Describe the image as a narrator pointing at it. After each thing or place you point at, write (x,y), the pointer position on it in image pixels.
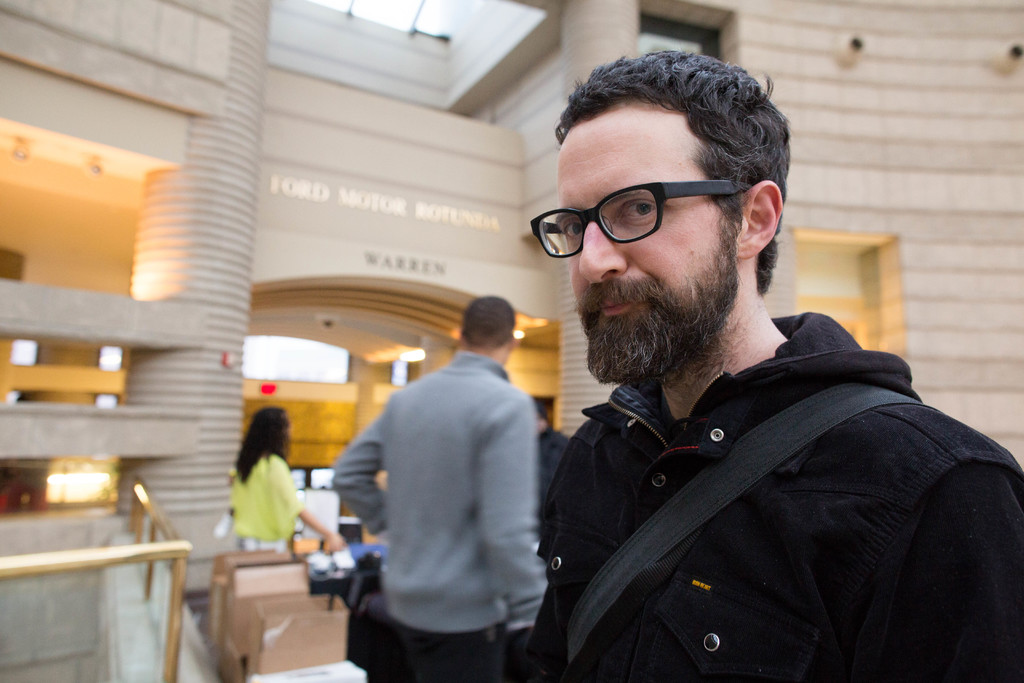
In the foreground of the picture (665,677) there is a person (697,335) in black jacket (835,471). The background (176,500) is blurred. In the background (374,532) there are people (332,547), boxes (241,568), railing (172,553) and building (722,55).
